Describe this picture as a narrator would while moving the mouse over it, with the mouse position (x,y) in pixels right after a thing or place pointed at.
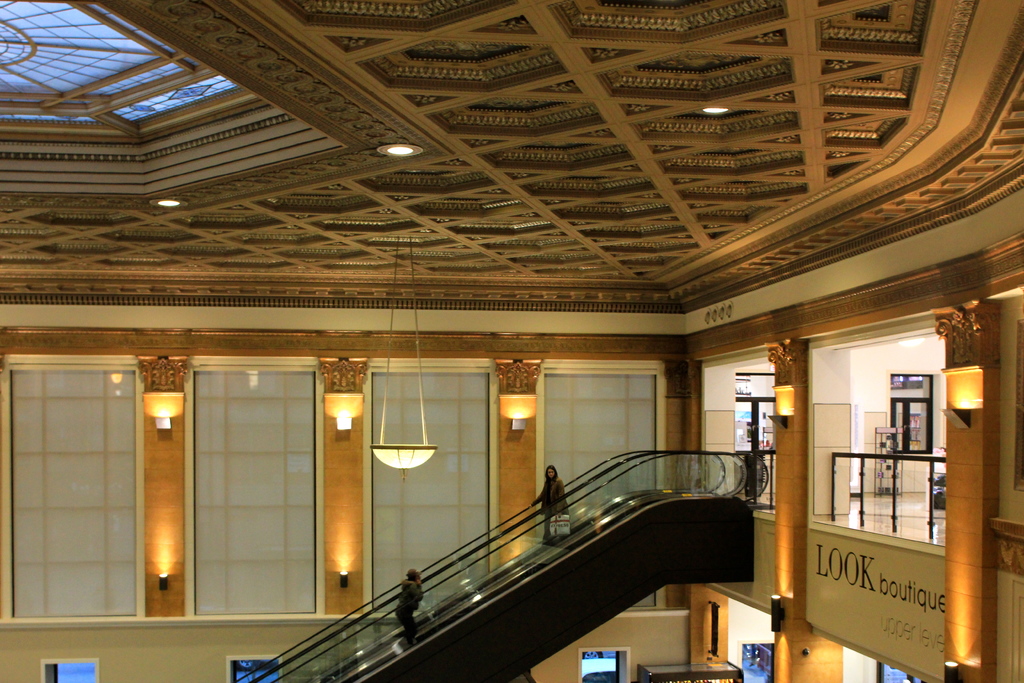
There is a escalator (519,521) in the image. At the top of the image (377,8) there is a roof (231,219). At the background of the image (210,312) there is a wall (270,636).
